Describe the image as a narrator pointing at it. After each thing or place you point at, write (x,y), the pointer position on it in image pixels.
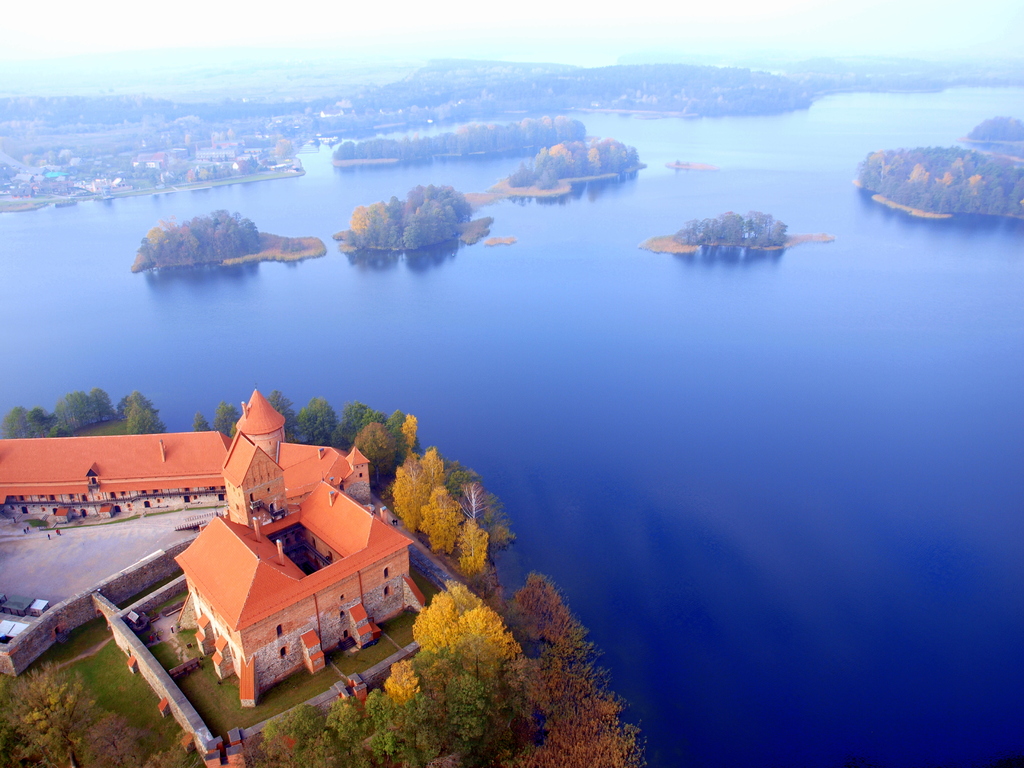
In the foreground of this image (208,732), on the left (230,425), there are buildings (353,537), trees (259,758) and the grass land (103,682). In the middle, there are trees (1008,170) in the water (880,227). In the background (468,104), there is greenery (179,115), few buildings (159,161) and the sky (179,26).
